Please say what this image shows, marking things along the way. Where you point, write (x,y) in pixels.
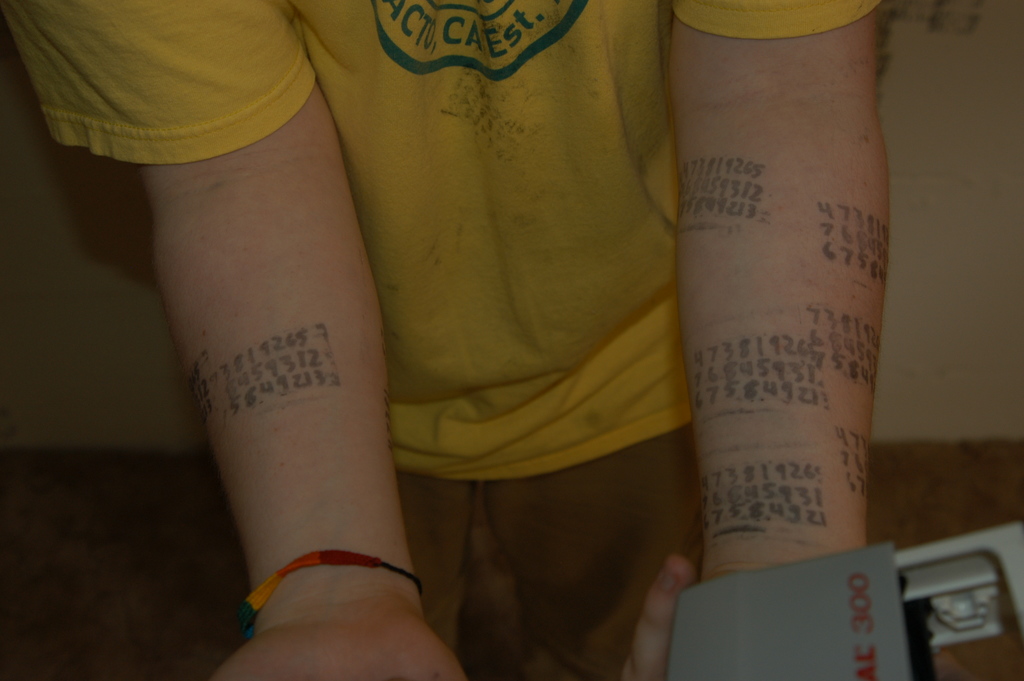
In the picture we can see a person (382,625) standing and showing hands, on the hands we can see some tattoos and in one hand (738,363) and holding something and in the background (961,152) we can see a wall (885,304).
